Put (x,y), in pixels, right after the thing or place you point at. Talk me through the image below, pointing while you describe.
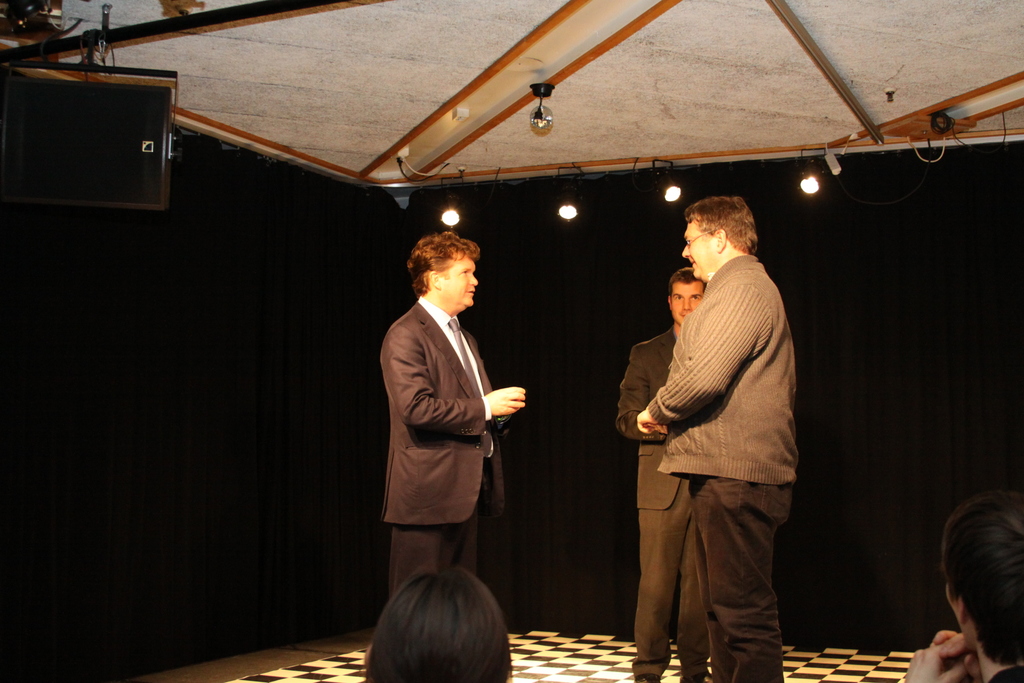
In the center of the image (440,278) there are three persons (427,414) standing. In the background of the image (854,346) there is black color cloth (342,339). At the top of the image (589,8) there is ceiling (309,131). There are lights (564,196). At the bottom of the image (412,601) there are people (409,606).
